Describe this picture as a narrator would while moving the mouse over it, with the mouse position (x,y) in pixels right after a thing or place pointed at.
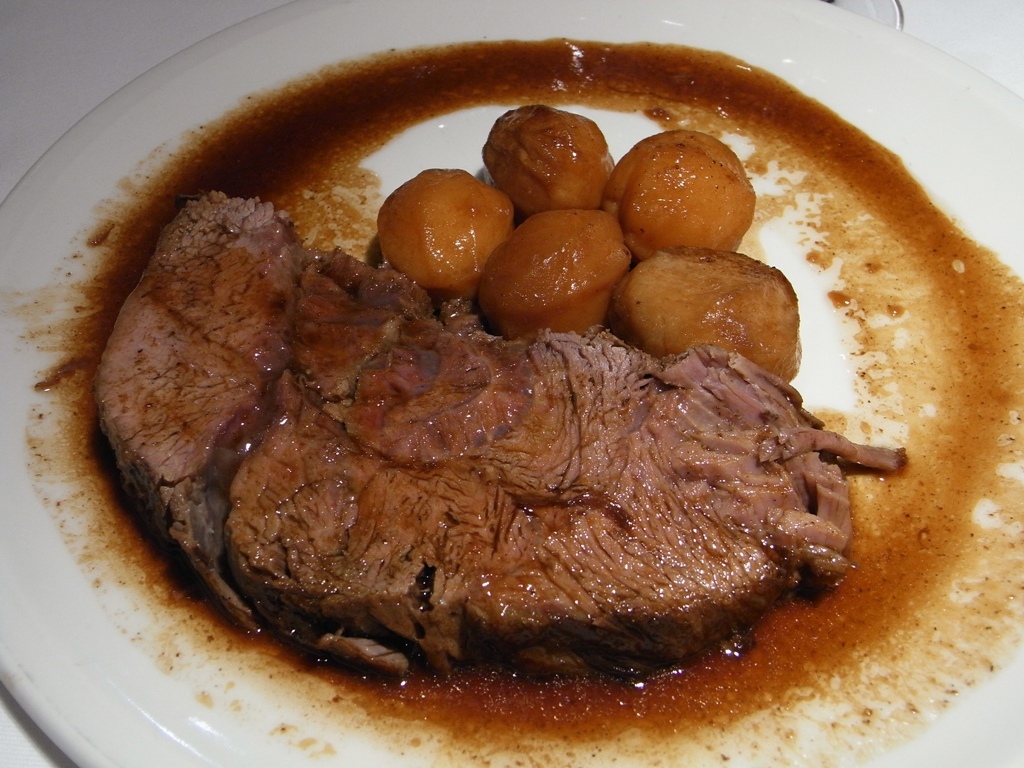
In this picture we can see food (144,287) on white plate (890,56).
